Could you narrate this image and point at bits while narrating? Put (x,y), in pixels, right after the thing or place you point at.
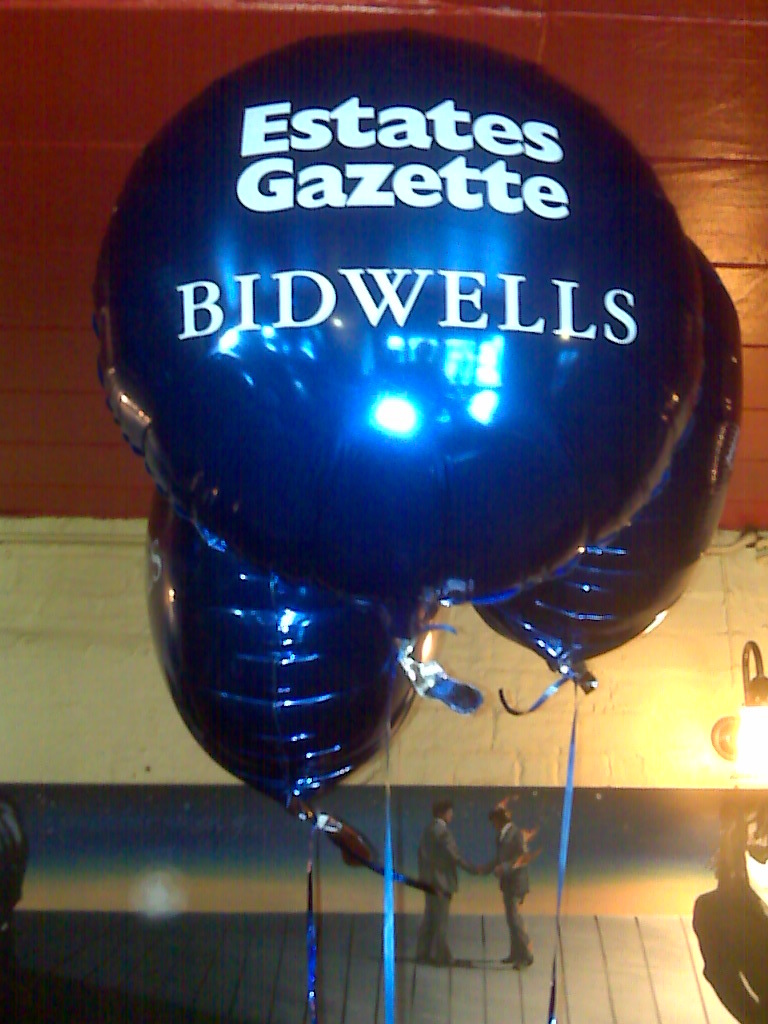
In this picture we can see some text (456,170) on the balloons (344,549), at the bottom of the image (502,851) we can see few people (515,846), on the right side of the image (728,752) we can find a light (719,748).
